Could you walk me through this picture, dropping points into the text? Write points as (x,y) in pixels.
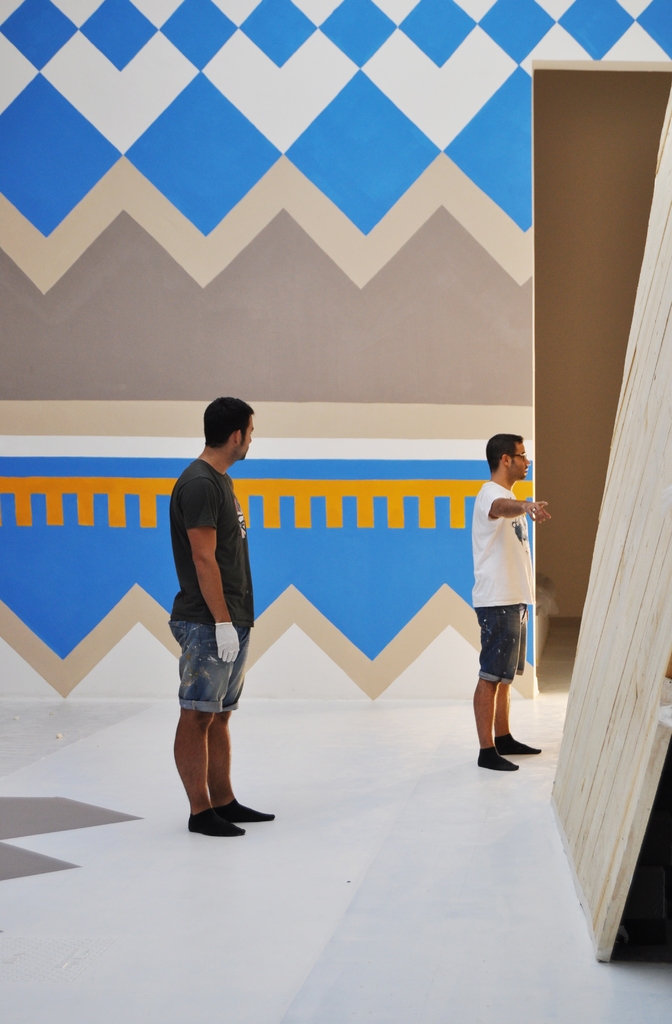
In this image, there are a few people (515,568). We can see the ground (615,978) and the wall (512,234) with some design (455,151). We can also see an object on the right (601,585).
